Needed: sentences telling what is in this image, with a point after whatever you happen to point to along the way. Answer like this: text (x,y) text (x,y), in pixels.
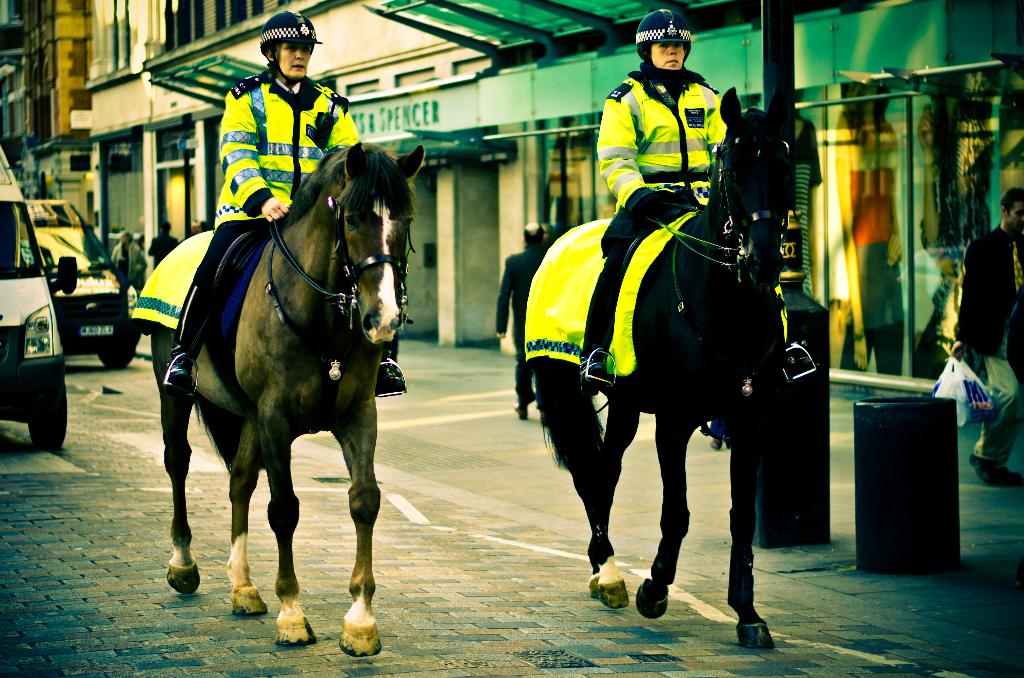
In this picture we can observe two members (676,170) wearing green color coats (666,157) and sitting on the two horses (378,322). One of the horse (673,367) is in black color and the other is in brown color. We can observe helmets (314,45) on their heads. In the background (56,267) we can observe two vehicles (39,267). There is a pole (798,322) on the right side (779,13). We can observe some buildings (93,122).
